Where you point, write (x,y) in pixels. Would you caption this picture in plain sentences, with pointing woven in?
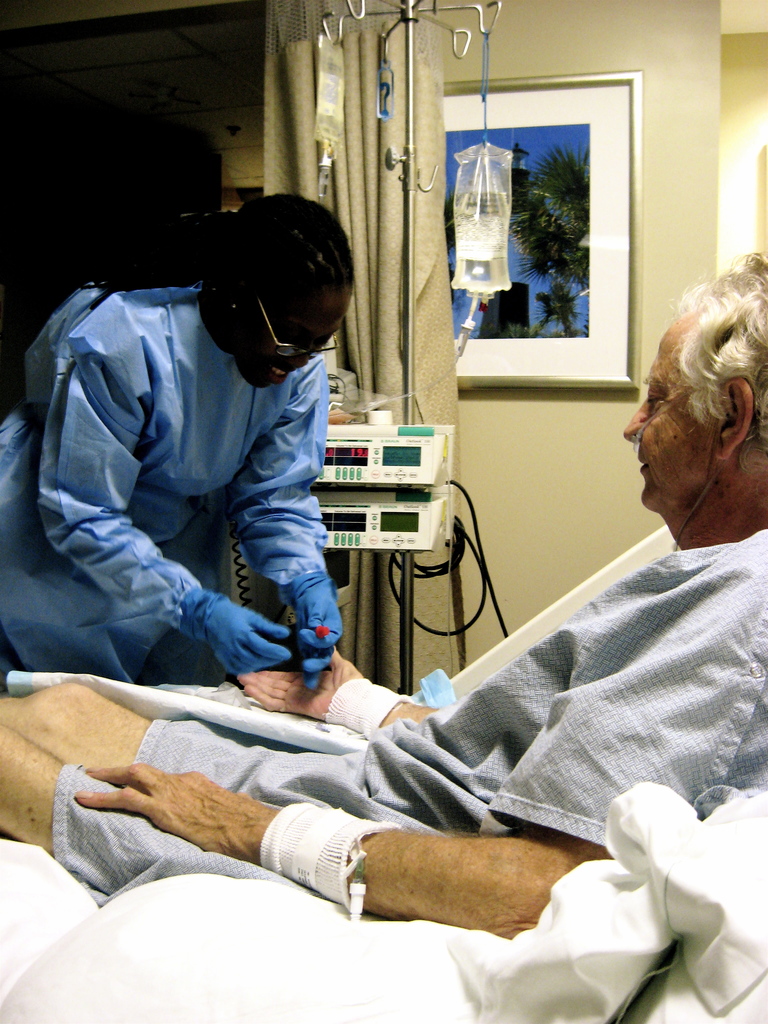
In this image, there are a few people (654,666). Among them, we can see a person (269,656) standing and the other person (624,713) is lying on the white colored object (758,841). We can see the wall (576,495) with a photo frame (622,94). We can see the curtain (417,301) and a stand (412,11) with some objects (480,311). We can see some devices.
